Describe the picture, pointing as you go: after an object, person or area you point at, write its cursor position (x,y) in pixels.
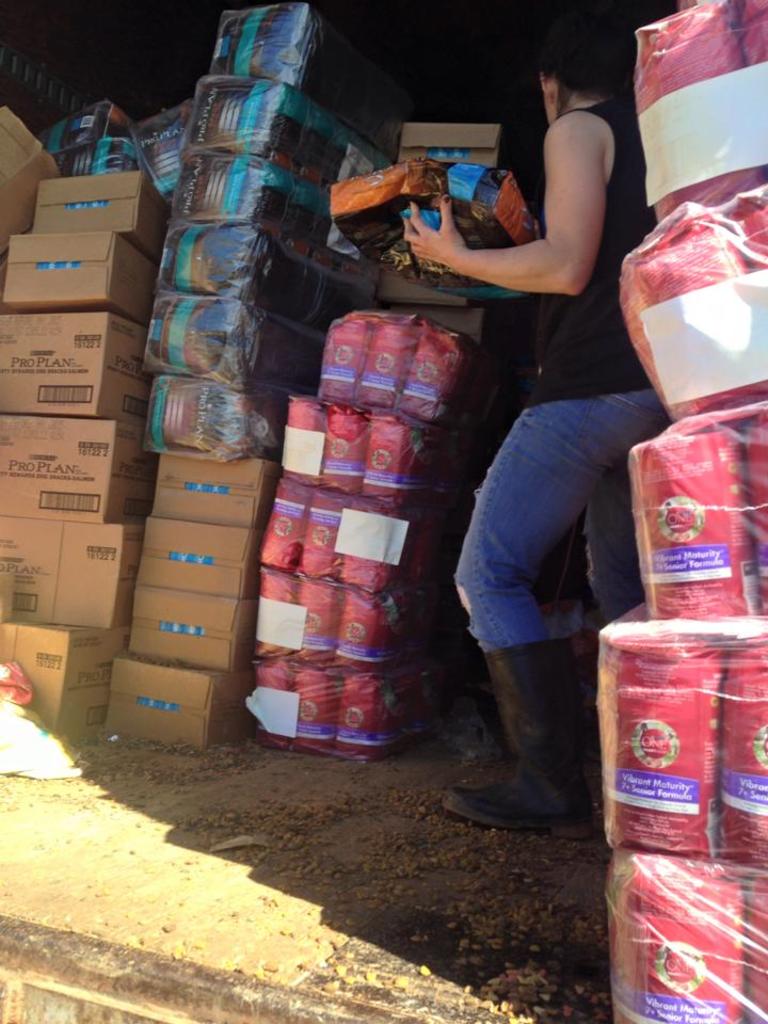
In this image I can see a person (557,521) standing in the middle of parcel boxes (59,656).
